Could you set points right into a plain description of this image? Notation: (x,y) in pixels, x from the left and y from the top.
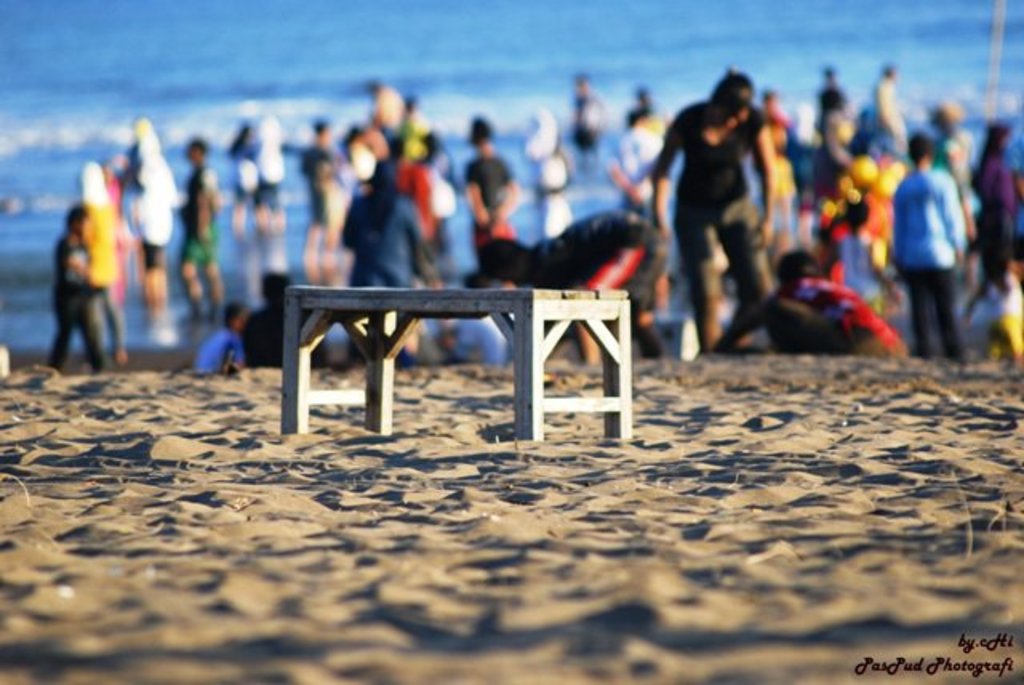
This picture shows a bench (536,339) on a beach (479,454). In the background (92,251), there are some people (262,213) standing in the water (455,206) and we can observe some water (470,94) here.
